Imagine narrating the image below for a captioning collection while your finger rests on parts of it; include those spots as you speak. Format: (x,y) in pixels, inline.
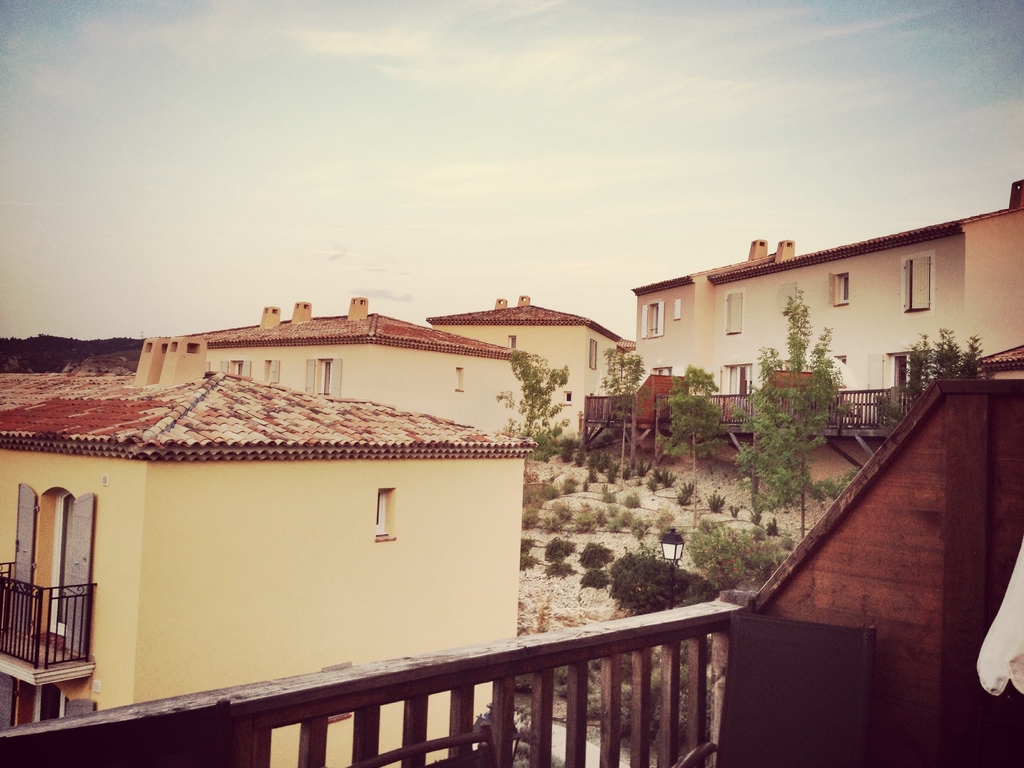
In this image we can see some buildings (507,353), trees (538,435) and other objects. In the background of the image (65,351) there are objects (88,356). At the top of the image (376,193) there is the sky (427,207). At the bottom of the image (586,712) there is the railing (666,765). On the right side of the image (920,476) there is a wooden object (859,516) and an object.
